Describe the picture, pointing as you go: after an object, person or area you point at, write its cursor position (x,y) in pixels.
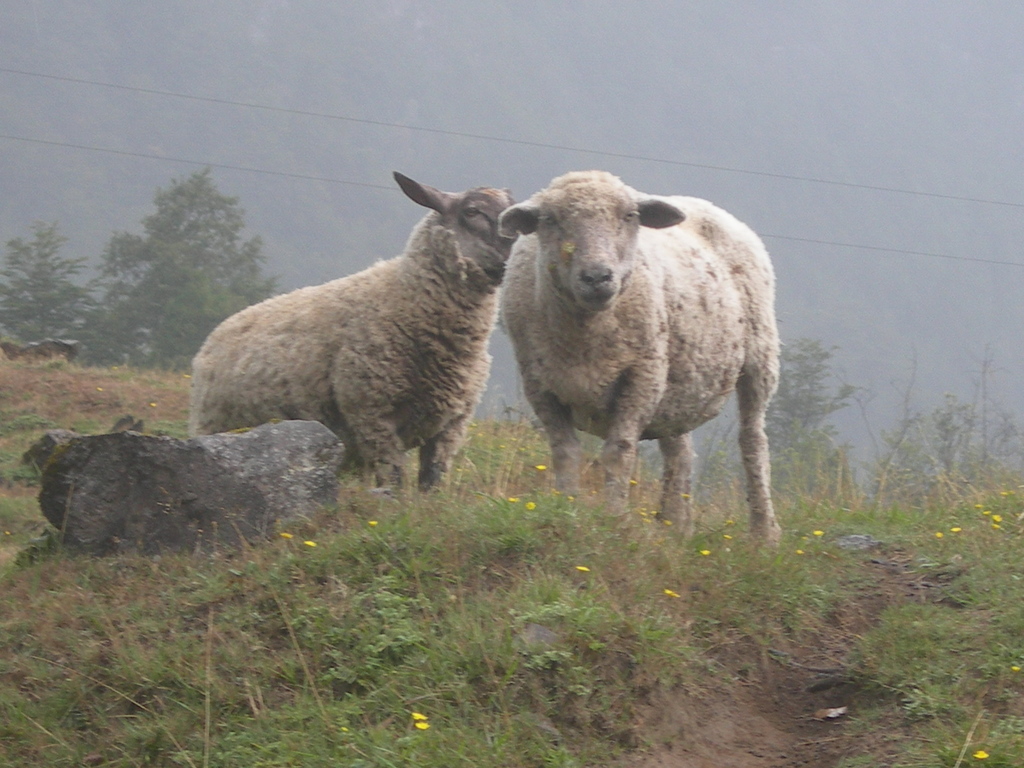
In this picture we can see two sheep (440,354) standing, at the bottom (615,607) there are some plants (632,570) and flowers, on the left side (218,508) there is a rock (226,505), we can see trees (47,295) in the background (88,309).
